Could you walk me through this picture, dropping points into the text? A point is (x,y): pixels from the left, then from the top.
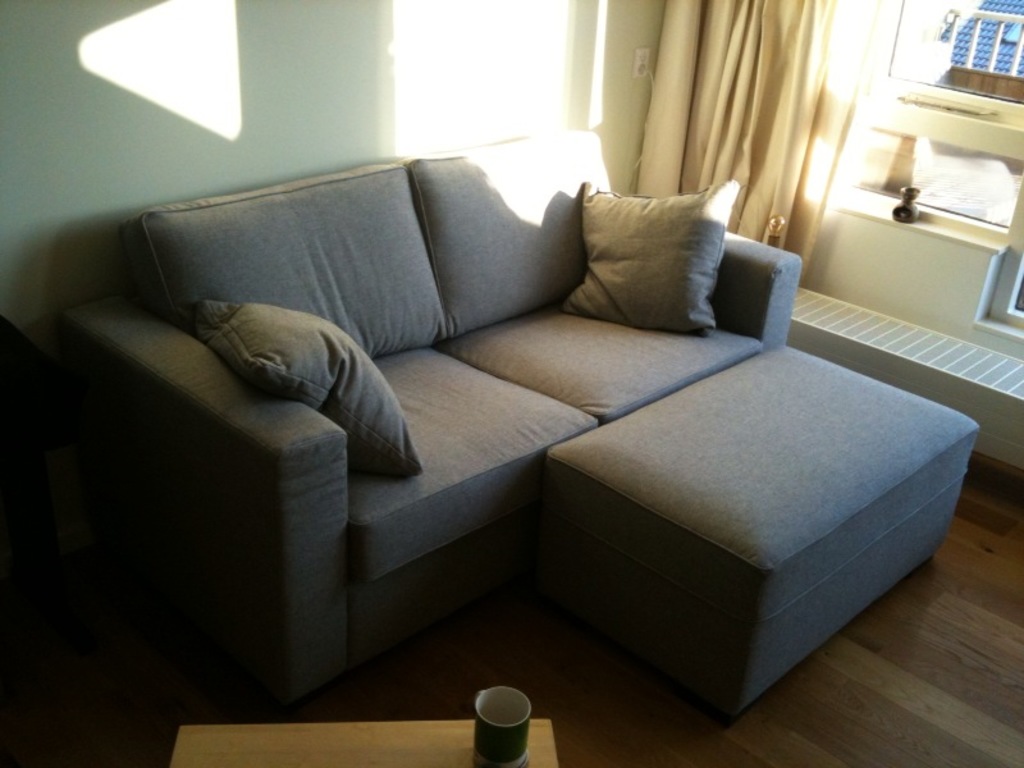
In this image I can see a couch (520,403) and the table (378,735) in front of it. On the table (472,727) there is a cup (498,709). In the background (713,93) there is a curtain (751,116).
